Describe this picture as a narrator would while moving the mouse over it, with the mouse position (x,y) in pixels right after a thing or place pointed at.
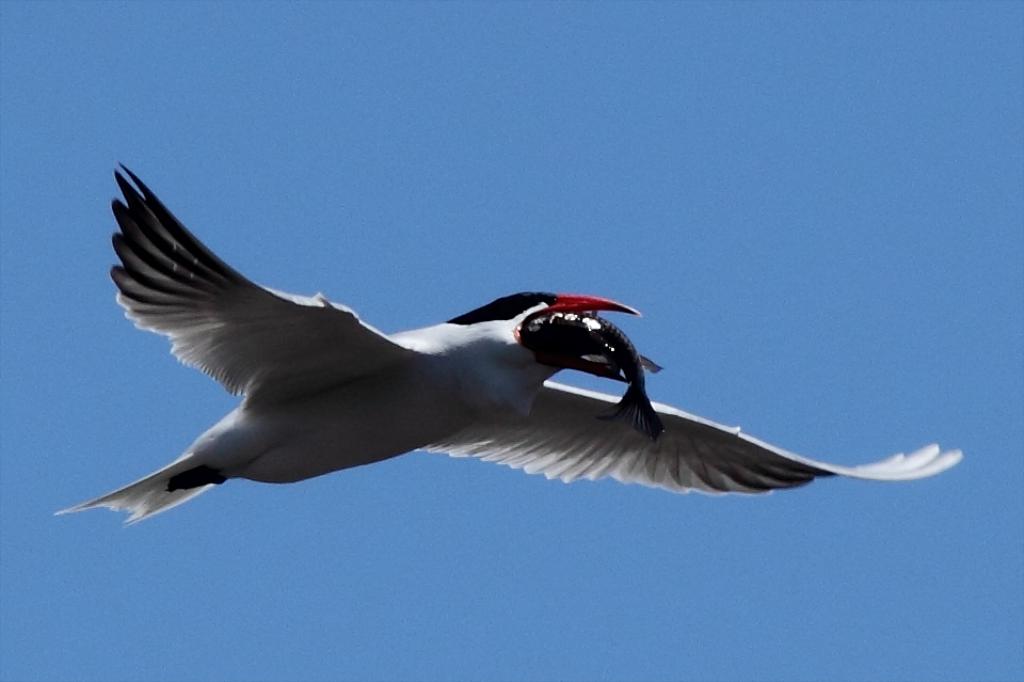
In this picture I can observe a bird (416,390) flying in the air (463,476). The bird (289,390) is in white and black color. I can observe a fish (575,357) in the mouth (558,299) of the bird (508,361). In the background (471,289) there is a sky (290,217).
